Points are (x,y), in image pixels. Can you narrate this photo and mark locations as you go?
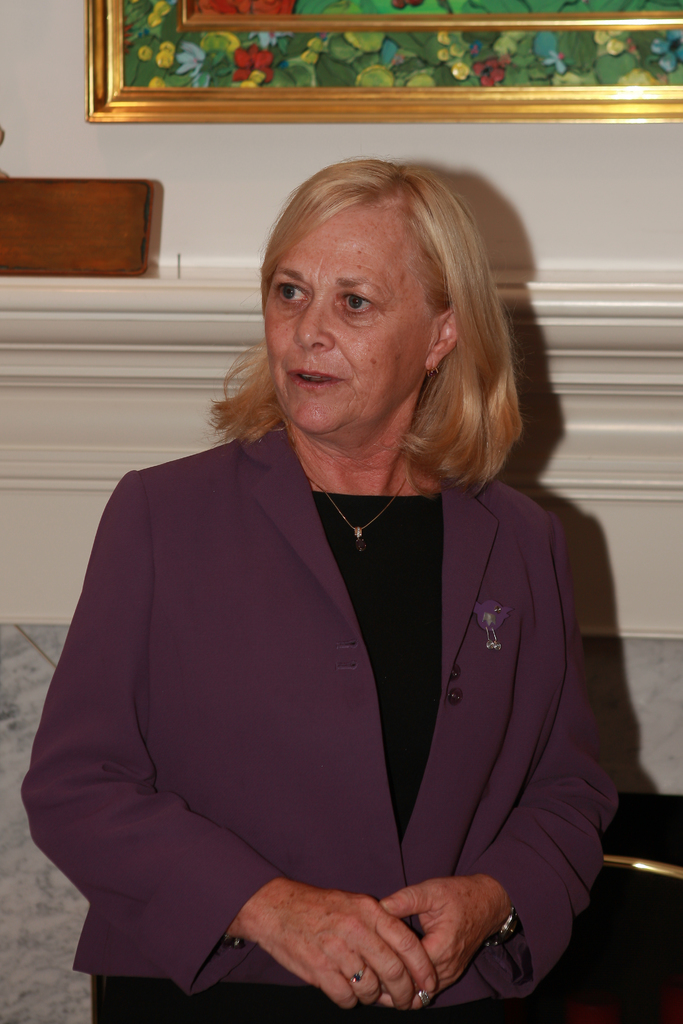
In this picture we can see a woman (321,558) in the middle of the image (302,513), she is standing, behind to her we can see a frame (472,54) on the wall (640,181).
